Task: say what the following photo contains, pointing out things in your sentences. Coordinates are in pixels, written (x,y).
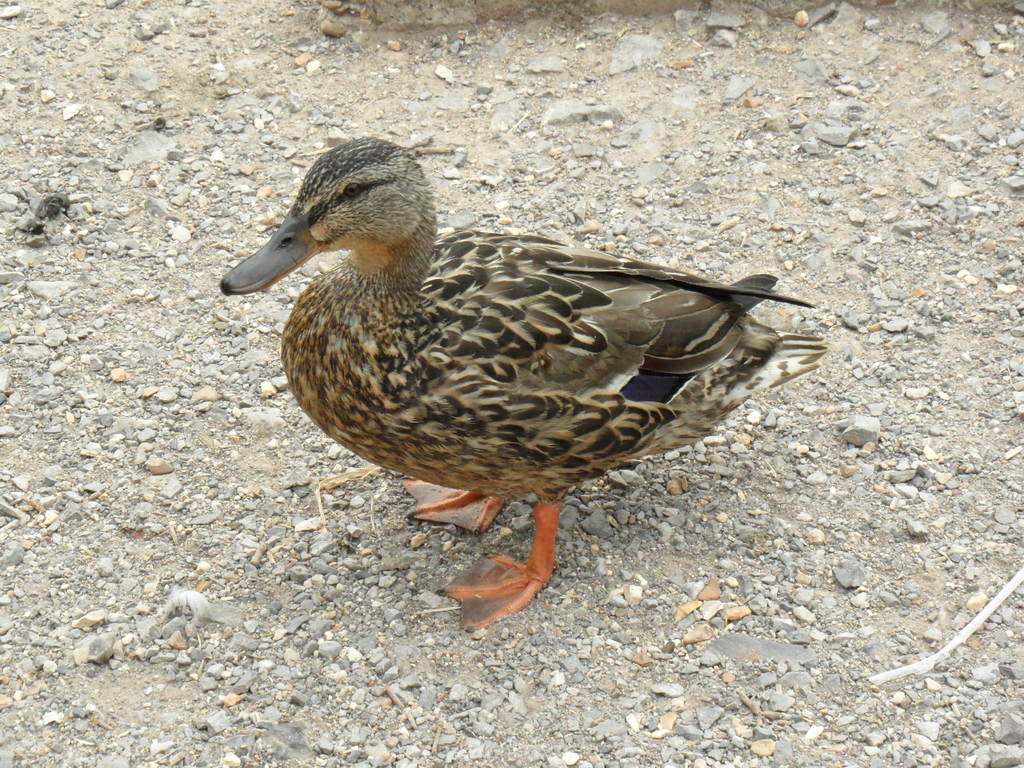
In this picture I can see there is a duck (461,585) and it is having brown and black feathers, there is soil (288,581) and rocks (391,501) on the floor (715,518).
